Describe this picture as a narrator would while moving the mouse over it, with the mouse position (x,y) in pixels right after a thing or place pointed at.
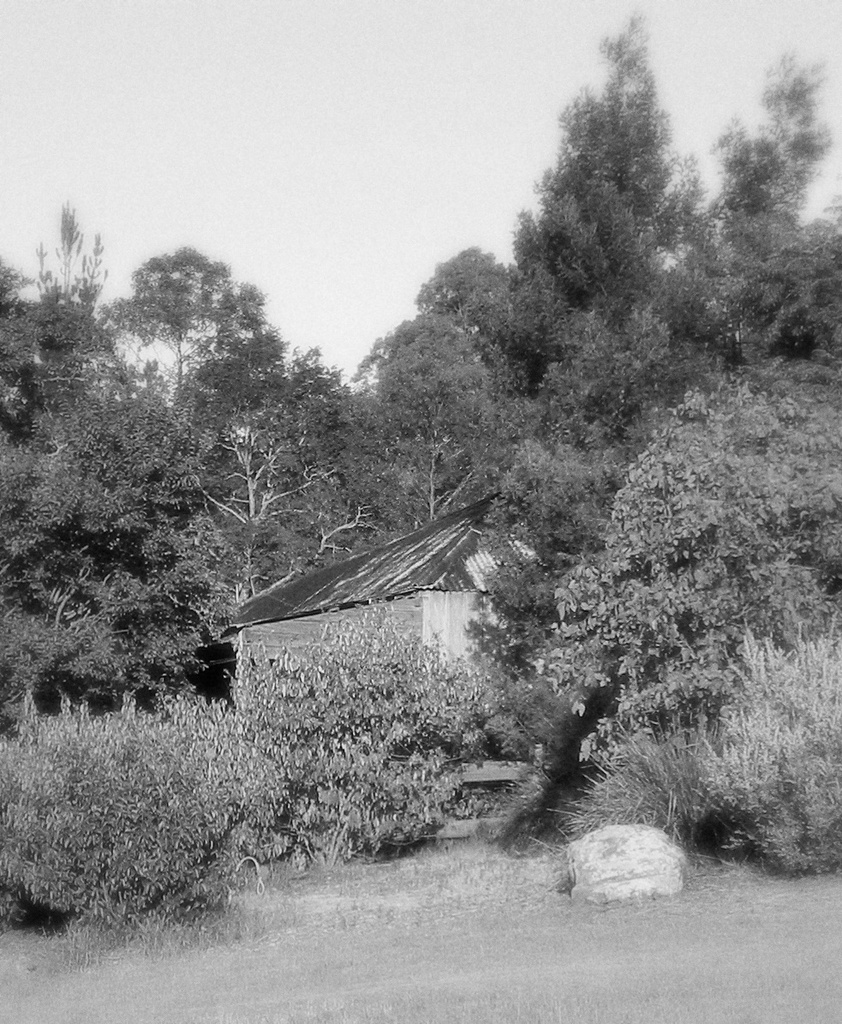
This image consists of trees (271,329) and plants (227,841). At the bottom (325,961), there is grey grass (311,982). In the middle (452,628), there is a small house (463,556).
